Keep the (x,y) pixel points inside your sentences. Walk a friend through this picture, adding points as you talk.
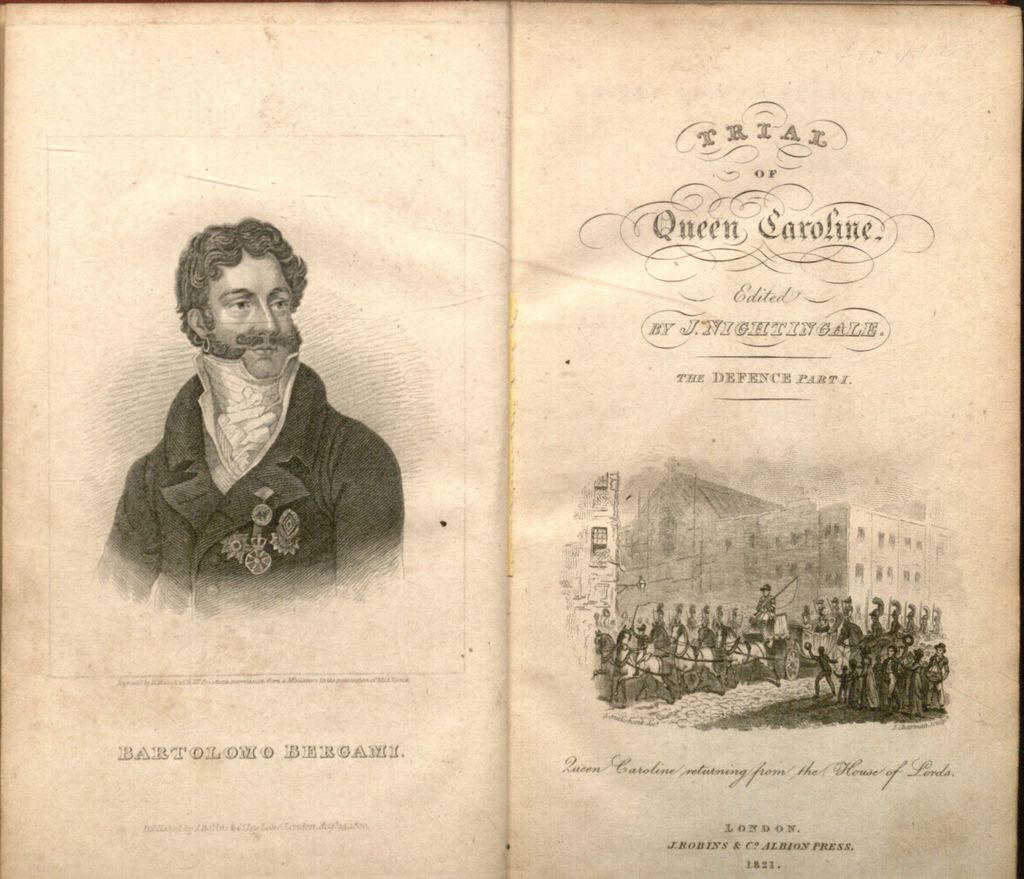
In this picture we can see a person (212,362) on the left side (202,250). There are few people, vehicle (822,632) and a building (878,534) on the right side (708,604).
